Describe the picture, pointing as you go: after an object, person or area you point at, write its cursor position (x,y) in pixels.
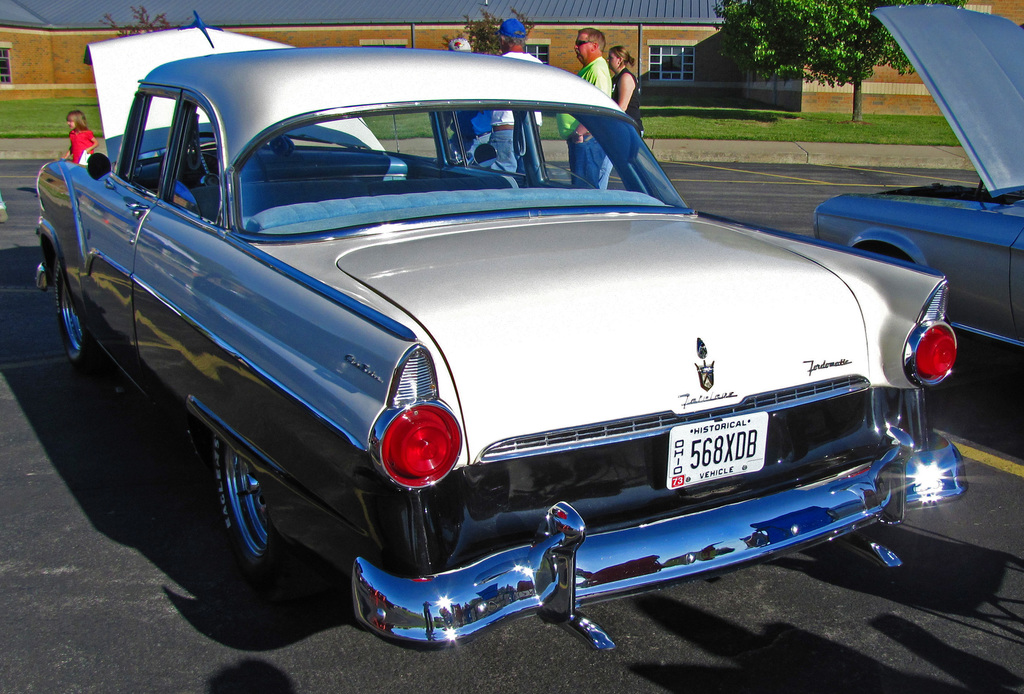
Front portion of the image we can see vehicles (505,309) and people (477,124). Background (867,121) portion of the image we can see a house (67,28), trees (792,30) and grass (848,125).
